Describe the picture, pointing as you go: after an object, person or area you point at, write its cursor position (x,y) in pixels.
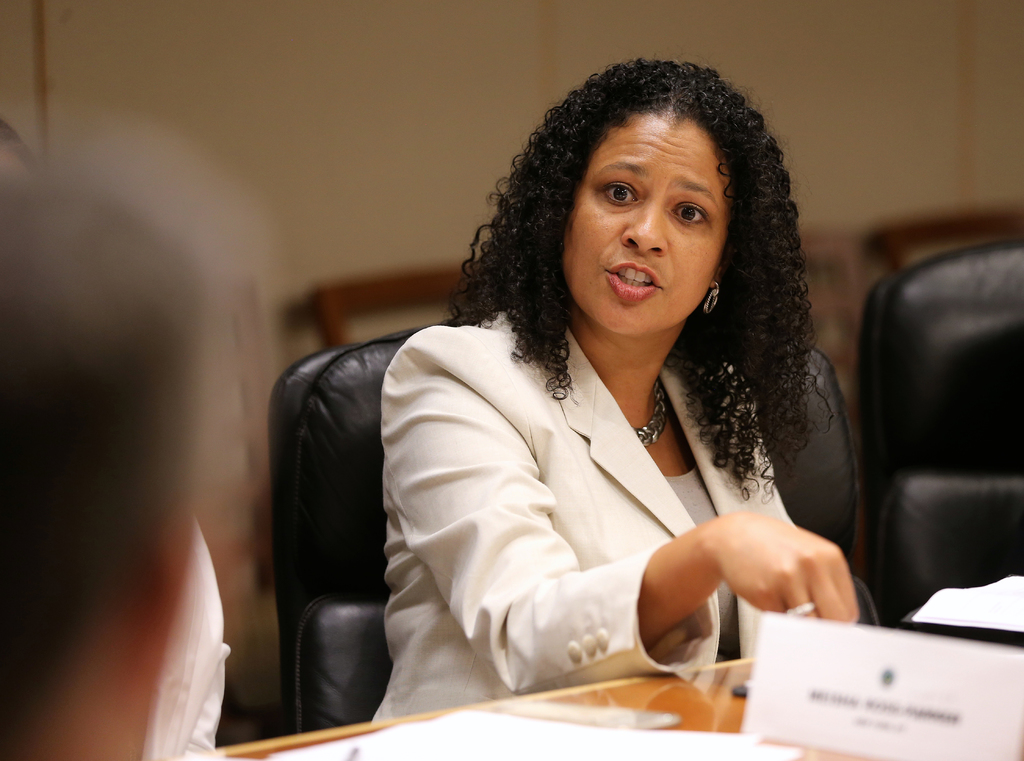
This woman (606,373) is highlighted in this picture. This woman (610,455) is sitting on a chair (353,481). In-front of this woman (530,565) there is a table (572,702), on a table (464,731) there is a paper (647,741) and card (923,654). This woman (789,559) wore white suit (544,555) and talking, as there is a movement in her lips (655,285).
